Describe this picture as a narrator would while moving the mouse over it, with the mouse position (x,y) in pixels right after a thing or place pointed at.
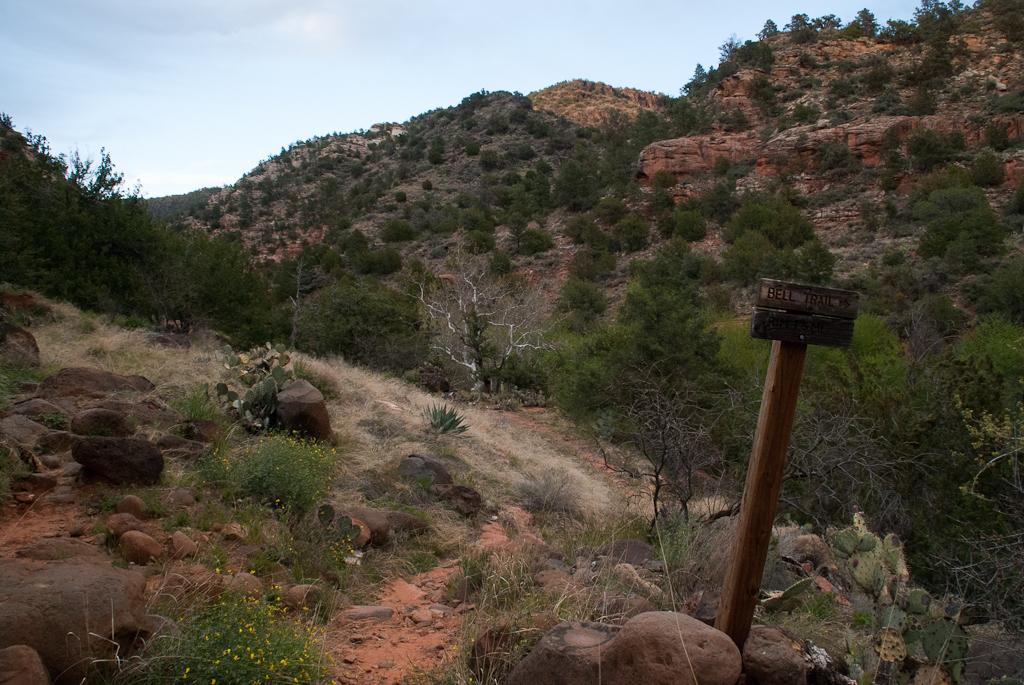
In this image I can see the stones (416,606). On the right side (796,341) I can see a board (815,323) with some text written on it. In the background (687,284), I can see the hills (416,182) covered with the trees (537,212). At the top (347,93) I can see the clouds (336,37) in the sky (297,80).
